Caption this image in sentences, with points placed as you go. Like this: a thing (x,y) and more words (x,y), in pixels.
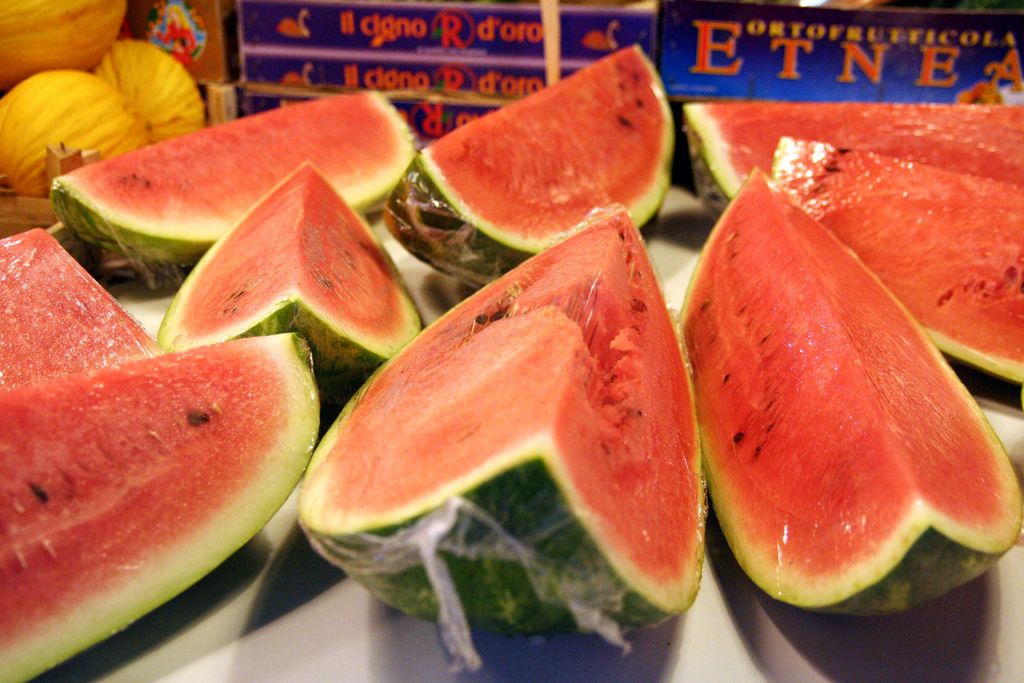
In this image we can see some food items (386,355) and behind that we can see some text (445,26) written.
